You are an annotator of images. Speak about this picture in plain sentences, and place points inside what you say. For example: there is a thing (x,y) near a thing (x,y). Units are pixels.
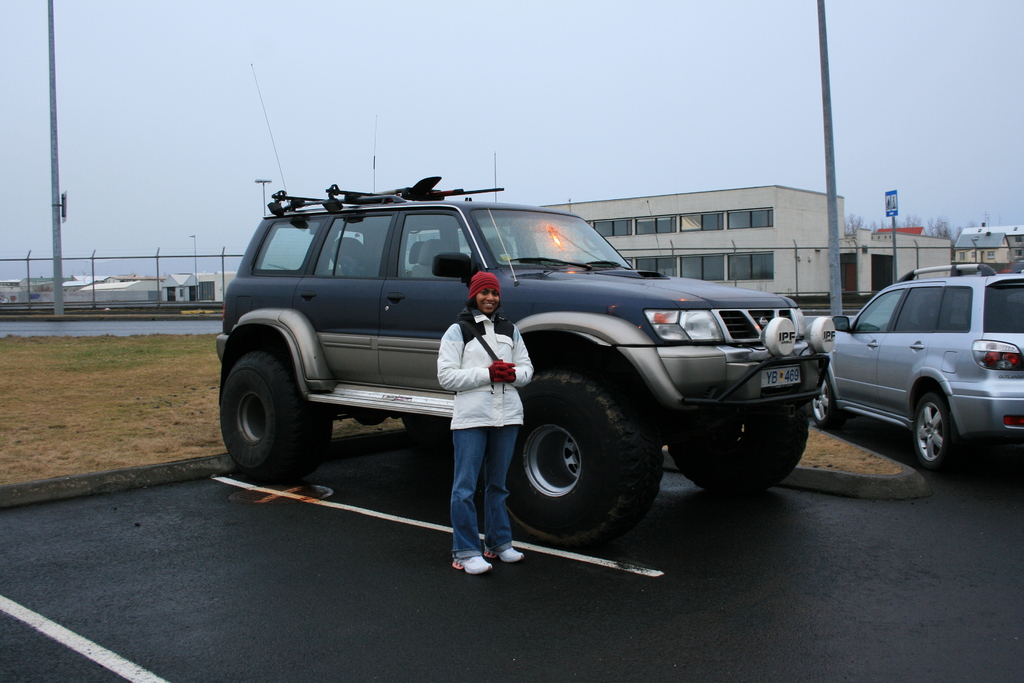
In the image there are two cars (614,282) and there is a woman (471,347) standing in front of the first car (577,369), behind the car (400,311) there is a ground (78,427) and in the background (815,262) there are buildings (754,246) and houses (162,287).
